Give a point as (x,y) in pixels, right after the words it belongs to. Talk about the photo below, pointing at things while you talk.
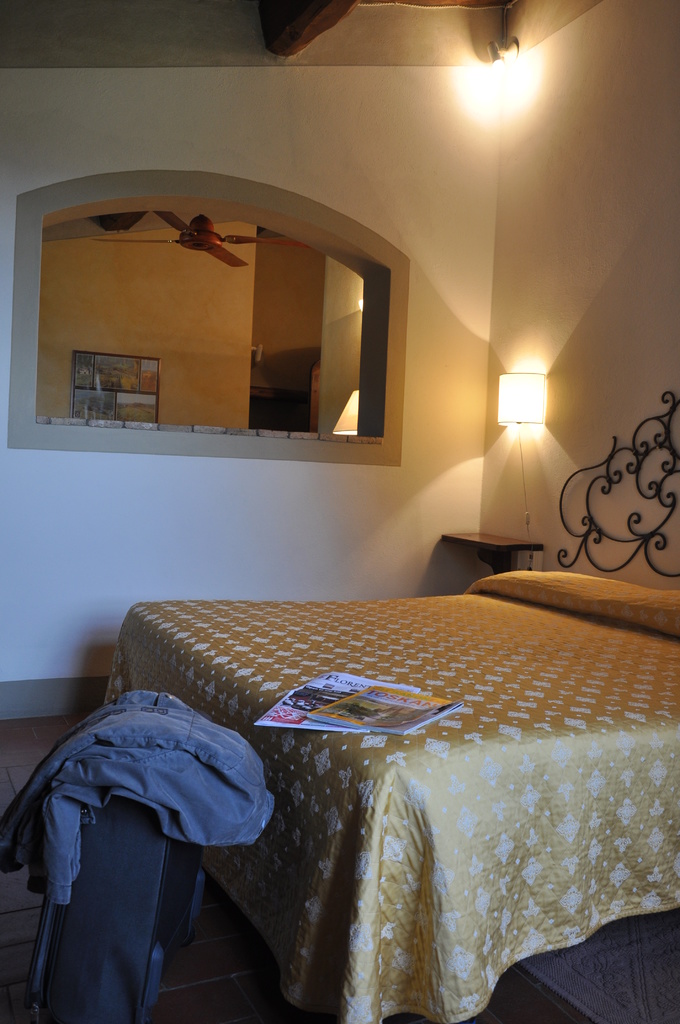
This image consists of a bedroom (429,724). In the front (291,803), we can see a bed (435,767) on which we can see a book (378,702) and papers (407,688). On the left (122,993), it looks like a suitcase (92,882). On which we can see a coat (163,757). In the background (12,422), there is a window (179,440) through which we can see a fan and a photo frame (103,397) hanged on the wall (166,322). On the right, there are lamps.
